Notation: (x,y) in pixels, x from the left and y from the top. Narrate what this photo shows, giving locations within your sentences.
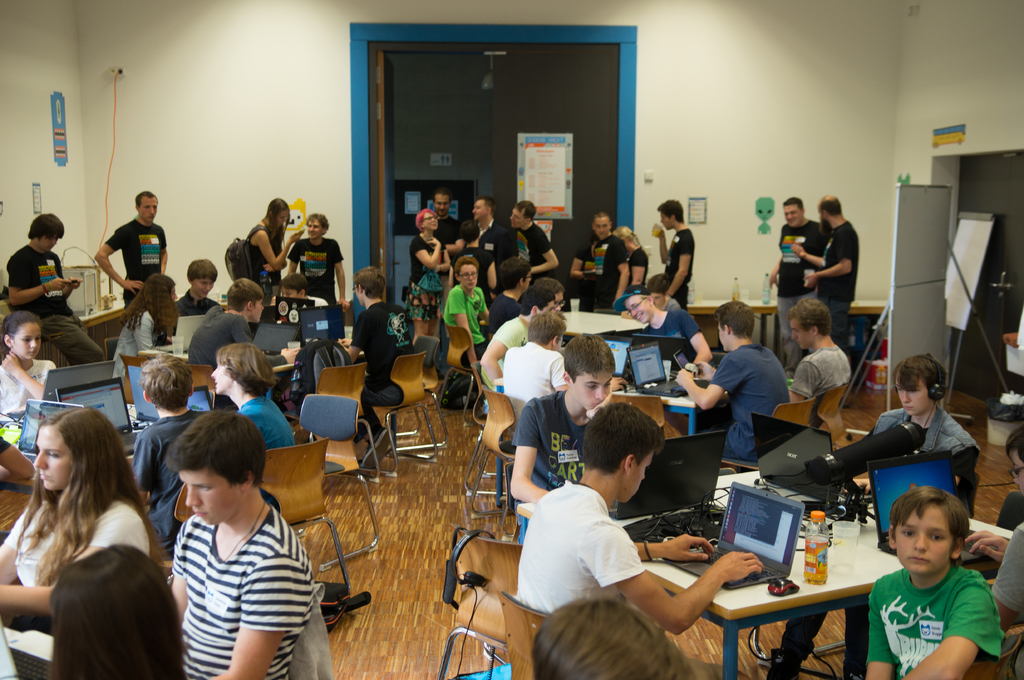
In this picture we can see so many people (569,549) are sitting on the chair (510,602) in front of them there is a table (826,605) on the table (832,587) we have laptops (771,550) bottles (828,552) papers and there are few people (610,257) Standing at back (789,271) and they are holding a glasses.
